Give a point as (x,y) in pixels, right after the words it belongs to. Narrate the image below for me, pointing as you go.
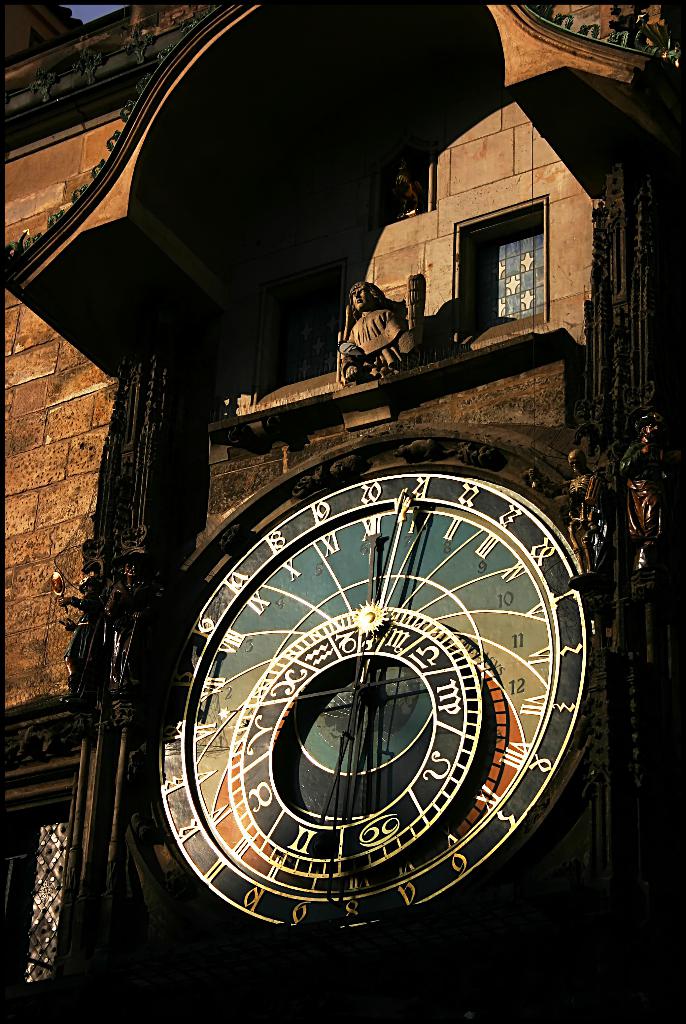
In the foreground of this image (345,615), there is a clock (223,722), sculpture (378,288), windows (520,222) and an arch (280,59) of a building (31,460).
